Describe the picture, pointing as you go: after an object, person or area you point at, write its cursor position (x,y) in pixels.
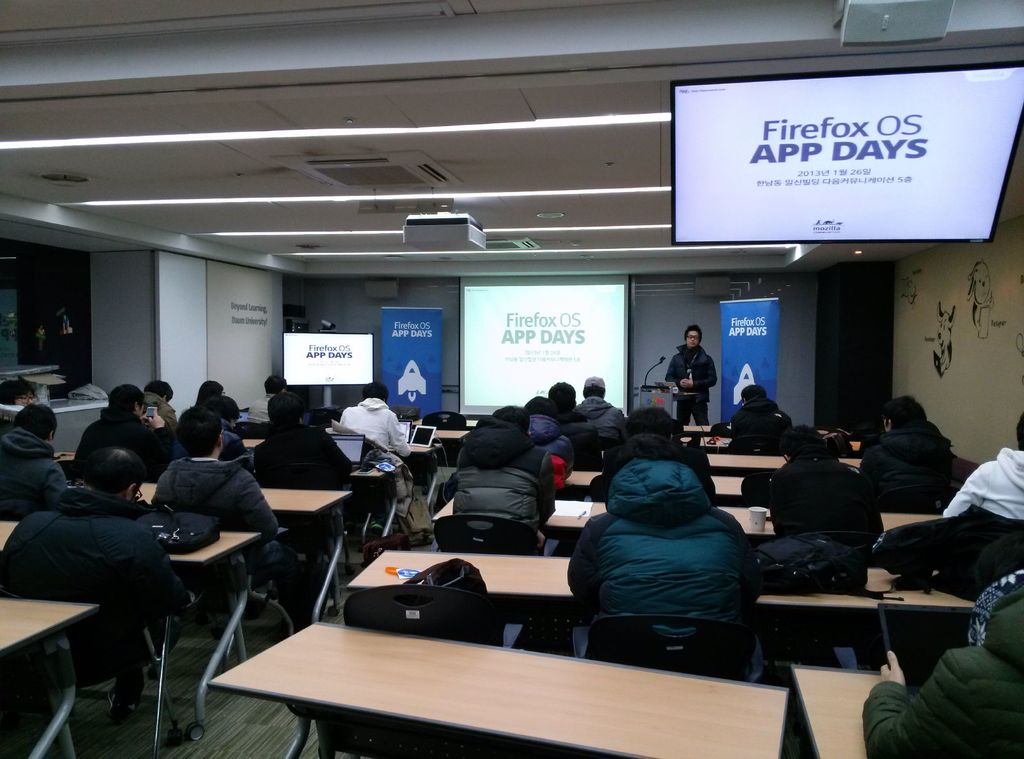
It is looking like a meeting hall (607,224). here I can see few people (633,475) are sitting on the chairs (389,624) in front of the tables (491,575). In the background (694,394) there is a man (689,362) standing. In this room (618,276) I can see three screens (557,307). On the top of the image (103,140) I can see the lights (103,140). On the tables (238,579) there are some bags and laptops (343,449).
